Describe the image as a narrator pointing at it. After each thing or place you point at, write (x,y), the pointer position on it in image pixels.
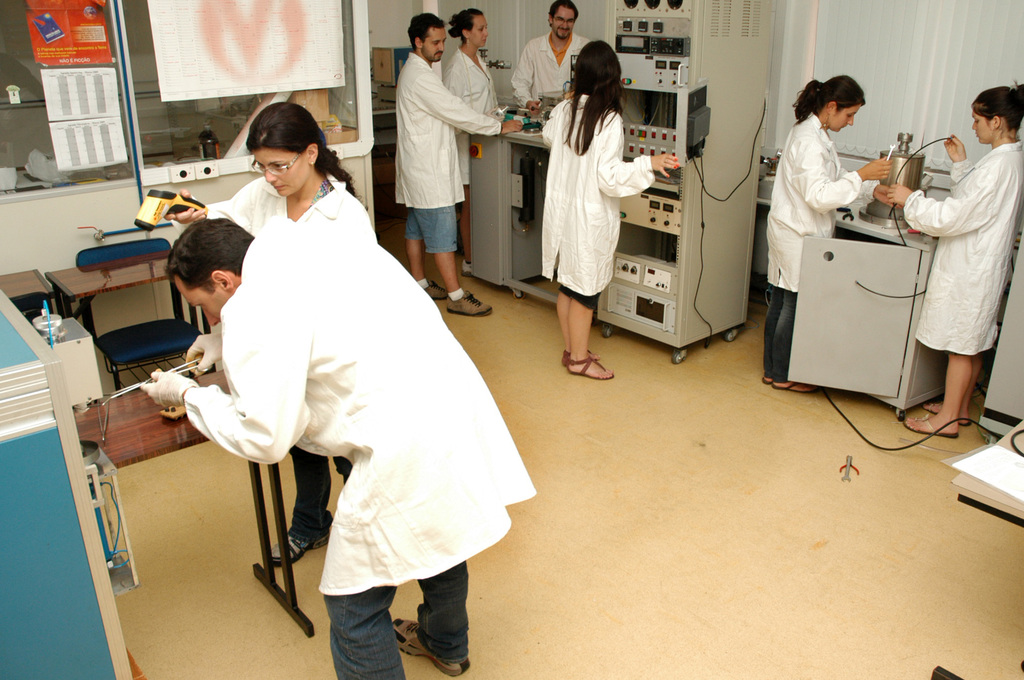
In this image there are group of people (319,156) who are standing on the right side (923,215) there are two women (927,214) who are standing and one woman (988,243) is holding a wire (891,213) on the right side (972,236). And in the middle of the image (654,248) there are four persons (405,194) who are standing and in front of them there is one machine (639,133), and on the left side (328,323) there are two persons (307,293) who are standing and one person (292,330) is holding something. And beside this person (339,329) another woman (298,184) who is standing is holding something, beside them there are two tables (62,281) and one chair (145,328) and on the top of the right corner (902,87) there is one curtain (928,77) and on the left corner (143,95) there is one glass window (118,91) and on the glass window (213,111) there are some posters (96,54).
